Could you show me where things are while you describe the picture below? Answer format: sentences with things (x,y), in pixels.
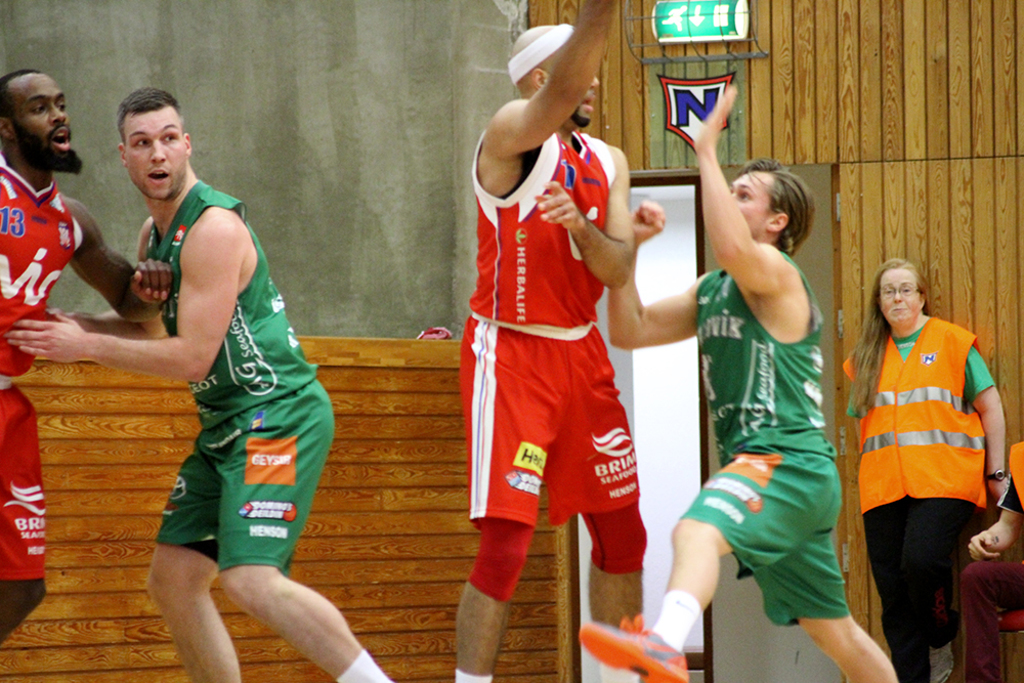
In the image in the center (558,340) we can see few people (730,459) were standing and they were in different color t shirts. On the right side, there is a person (1004,491) sitting on the chair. In the background (432,169) we can see a wooden wall (961,70), sign board (719,33), door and few other objects (715,84).
